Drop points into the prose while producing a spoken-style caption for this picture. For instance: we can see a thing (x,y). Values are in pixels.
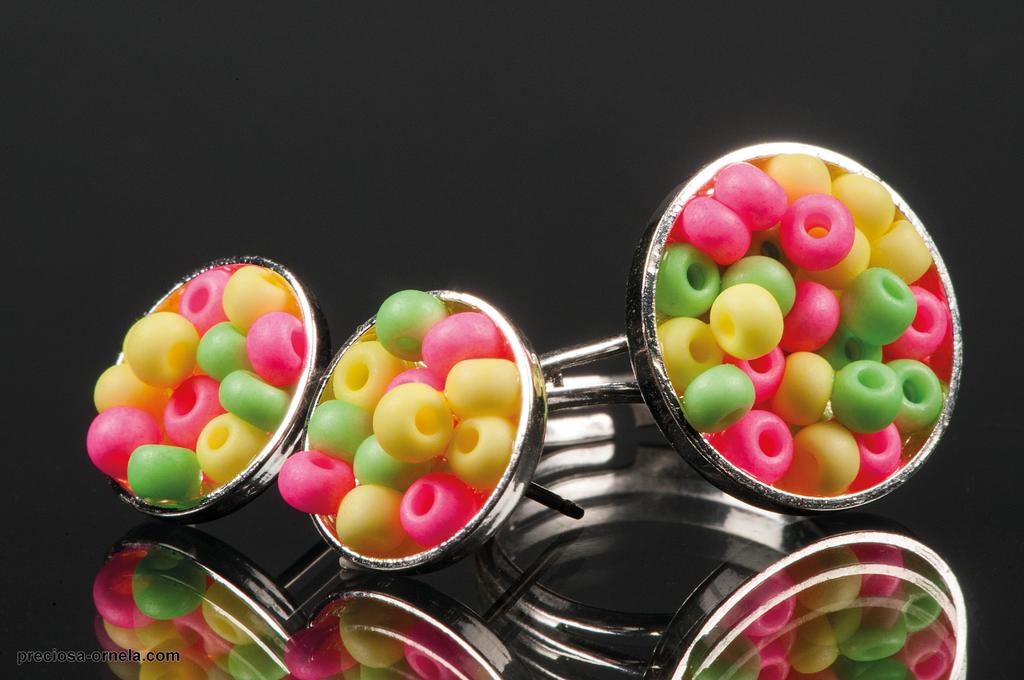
In this image in the center (596,414) there are two earrings (208,375), a ring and there are some objects (402,425) in them.
